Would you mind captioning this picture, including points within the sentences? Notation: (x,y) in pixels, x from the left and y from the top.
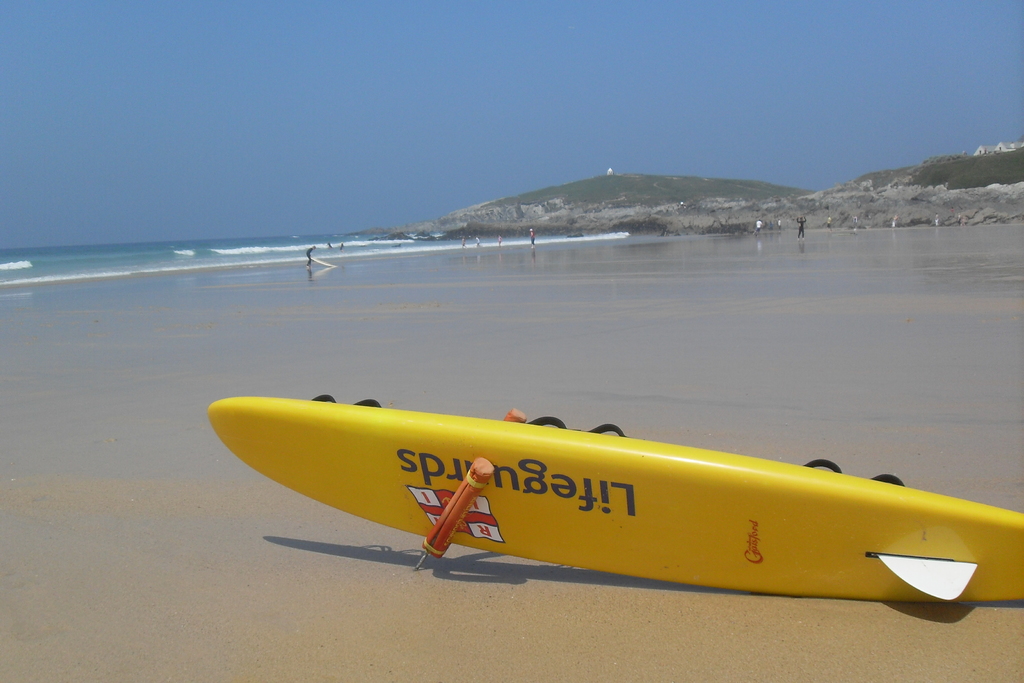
In this image I can see the ocean (360,236), in front of the ocean (335,243) I can see persons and the hill (740,186) and at the top (607,125) I can see the sky (665,127) and in the foreground (464,465) I can see yellow color surfboard (560,471) kept on the ground (168,609).
